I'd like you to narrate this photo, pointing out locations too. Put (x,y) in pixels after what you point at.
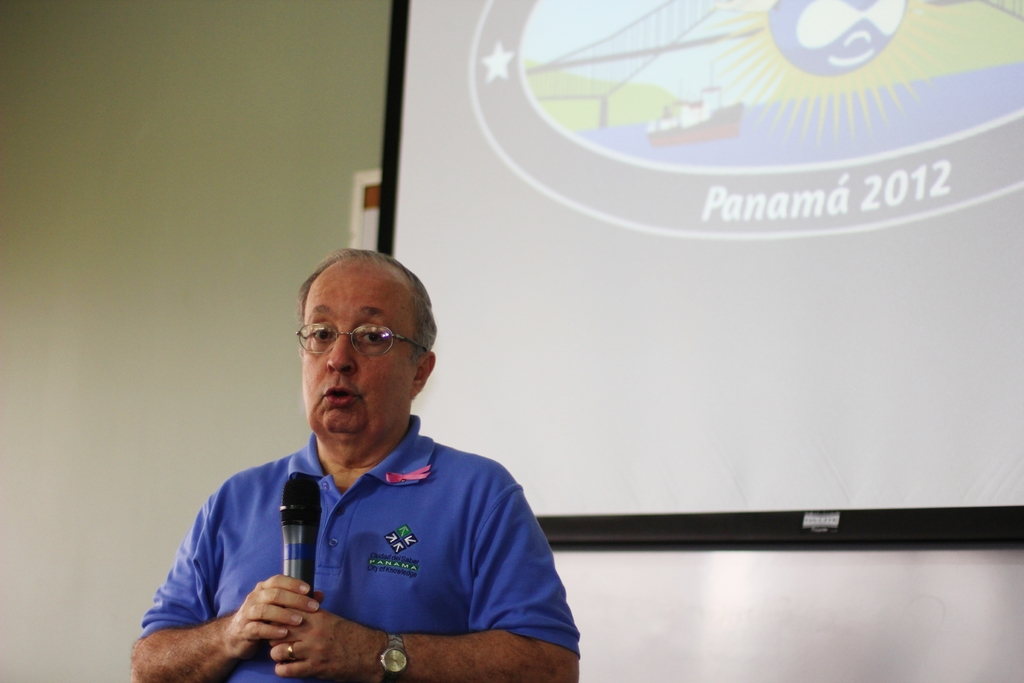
There is one person (407,509) standing and wearing a blue color t shirt (430,557) and holding a Mic (299,554) at the bottom of this image (336,544), and there is a wall (232,160) in the background (257,145). We can see there is a screen (708,252) on the right side of this image (758,304).
